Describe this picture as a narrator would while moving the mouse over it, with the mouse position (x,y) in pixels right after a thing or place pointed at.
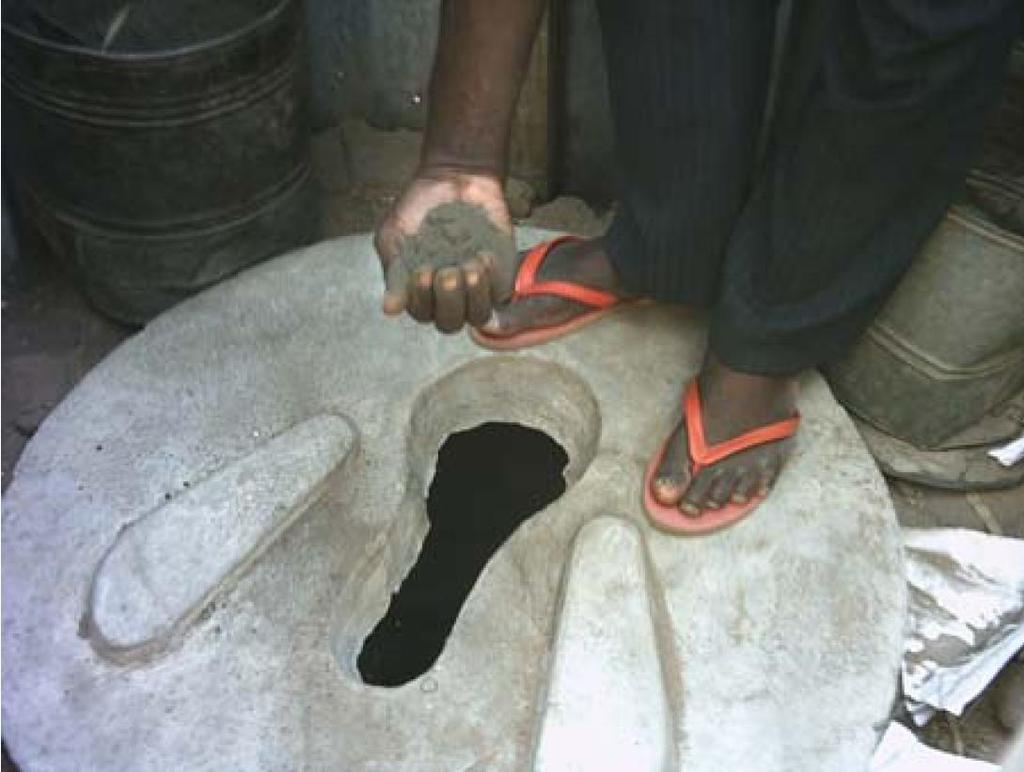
In this image in the center (544,389) there is a commode (410,569) there is a man (708,292) standing and holding sand (444,227) in his hand (447,195) and there are objects (209,146) which looks like drums (966,292). On the right side (990,546) there is an object (963,622) which is white in colour.
